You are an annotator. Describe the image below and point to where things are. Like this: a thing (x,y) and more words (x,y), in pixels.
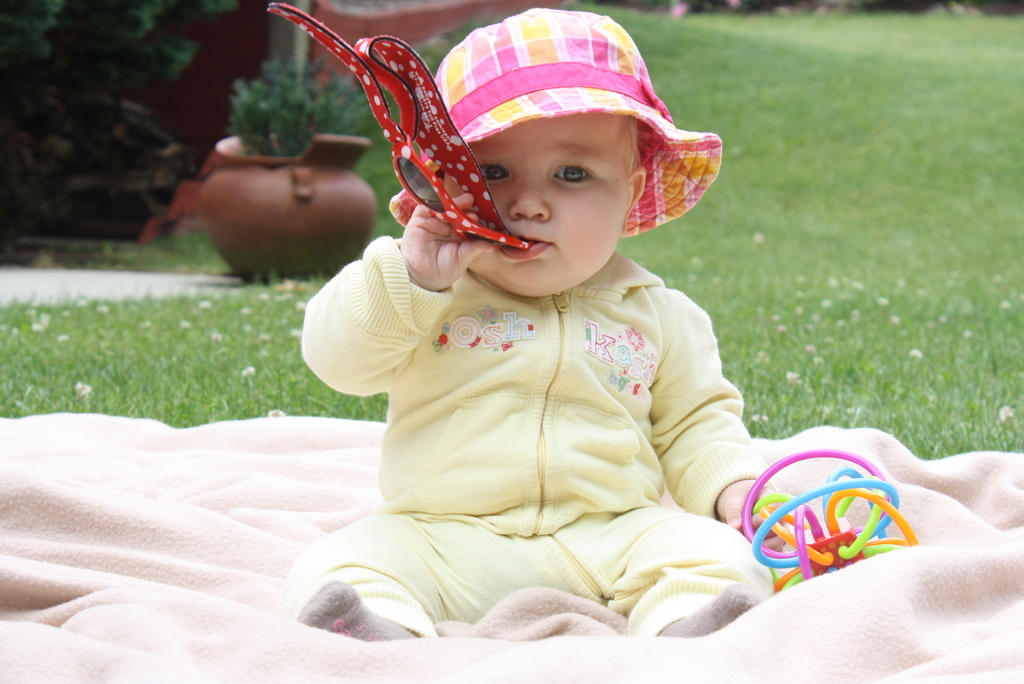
In this image, we can see a kid (408,518) holding some objects (869,497) is sitting on a cloth (993,662). We can see the ground (884,285) with some grass (857,213) and objects (283,268) like a pot (267,194).
